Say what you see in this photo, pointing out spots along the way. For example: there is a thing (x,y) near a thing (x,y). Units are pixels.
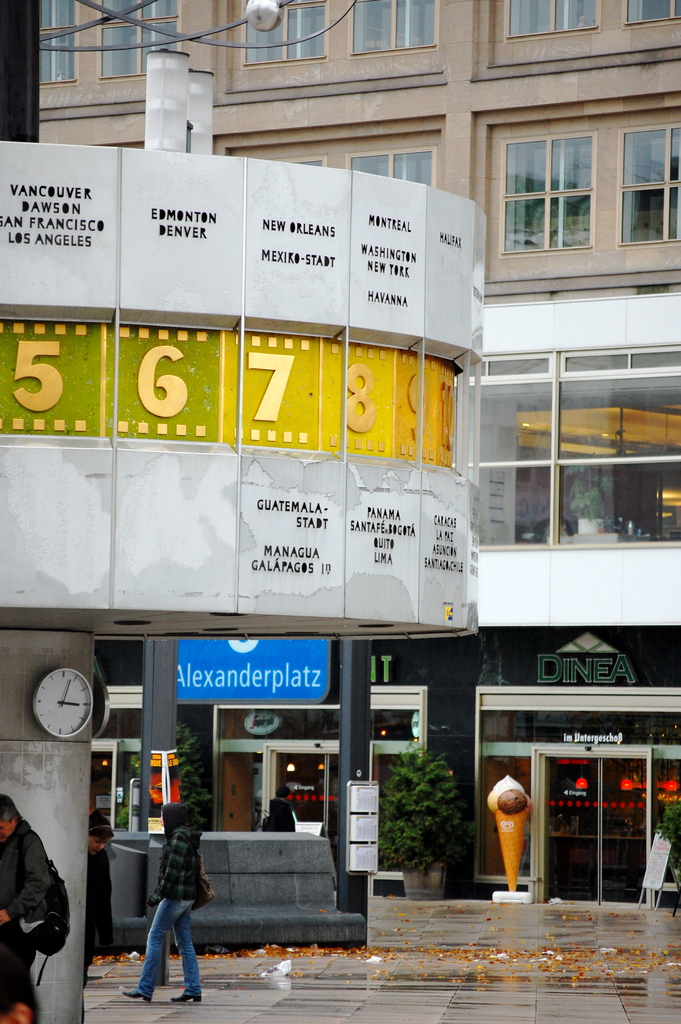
In the background of the image (70,128) there is a building (547,153) with windows (571,159). There are stalls (601,694). In the center of the image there are people (187,978) walking on the floor (367,990). There is a clock (58,676).
